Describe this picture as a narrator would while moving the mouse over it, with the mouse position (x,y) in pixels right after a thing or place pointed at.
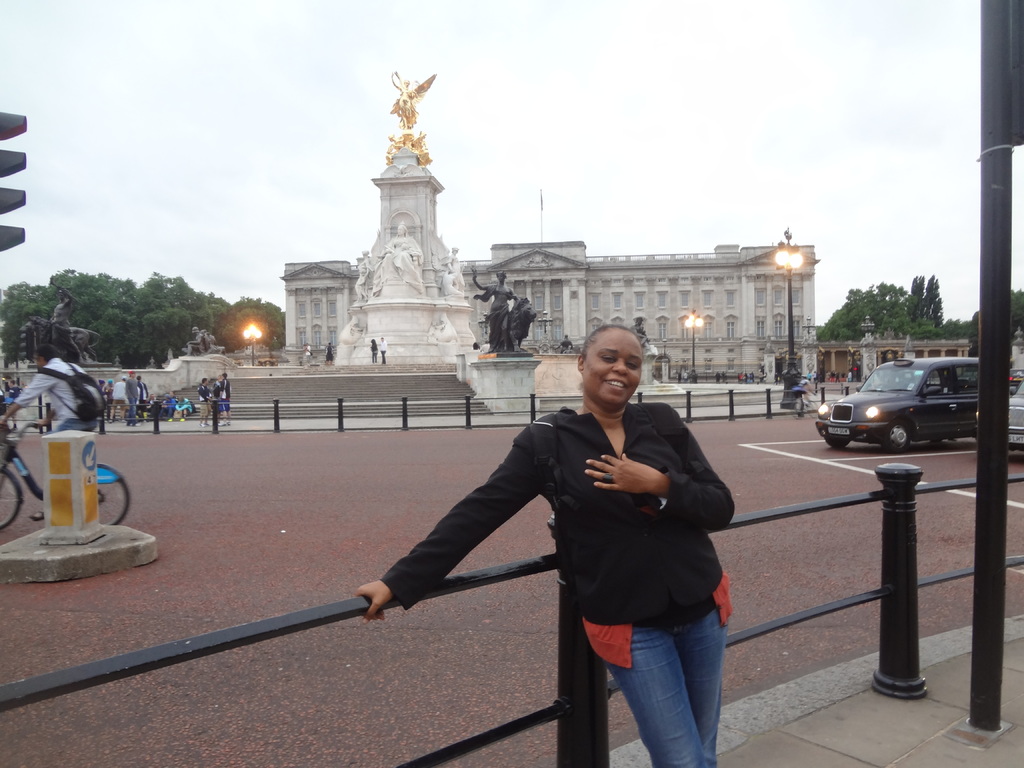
In the center of the image (628,504) we can see a lady (620,494) standing. On the right (965,393) there are cars (900,427). On the left (55,388) there is a person (44,376) riding a bicycle (20,456). In the background (568,298) there is a palace (726,285) and we can see a statue (420,192) and there are people (110,381). There are trees (109,307) and we can see sky (775,111). There are poles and lights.
